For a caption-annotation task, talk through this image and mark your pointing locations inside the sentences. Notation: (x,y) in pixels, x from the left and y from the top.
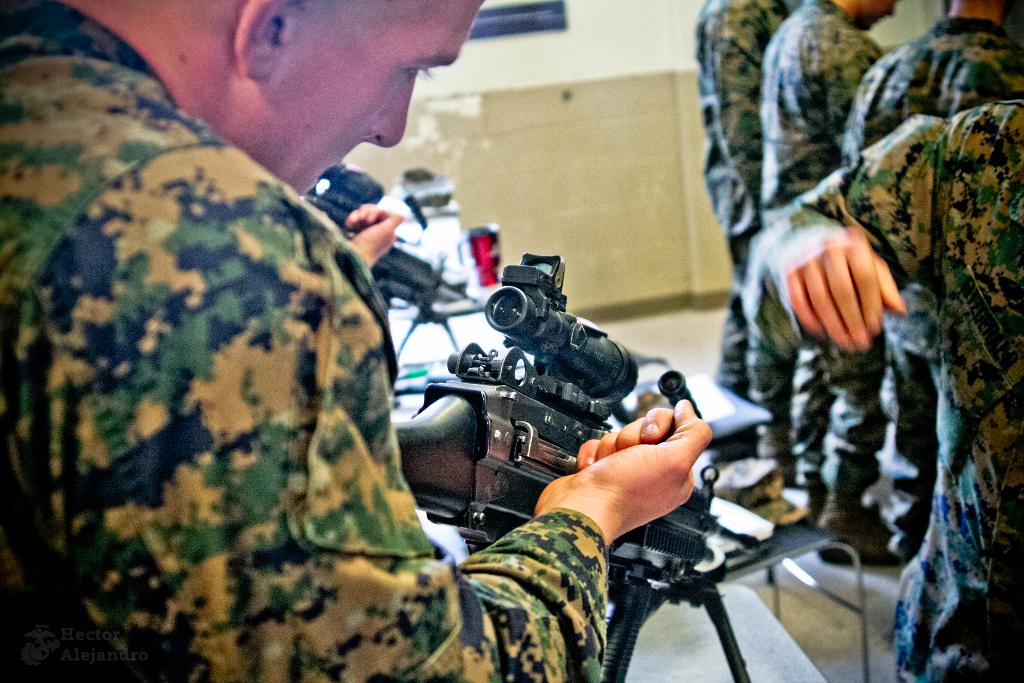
In this picture we can see some people (959,285) standing here, a man (302,494) in the front (272,491) is looking at a gun (555,476), in the background (612,146) there is a wall (638,128), we can see one more gun (430,280) here.
